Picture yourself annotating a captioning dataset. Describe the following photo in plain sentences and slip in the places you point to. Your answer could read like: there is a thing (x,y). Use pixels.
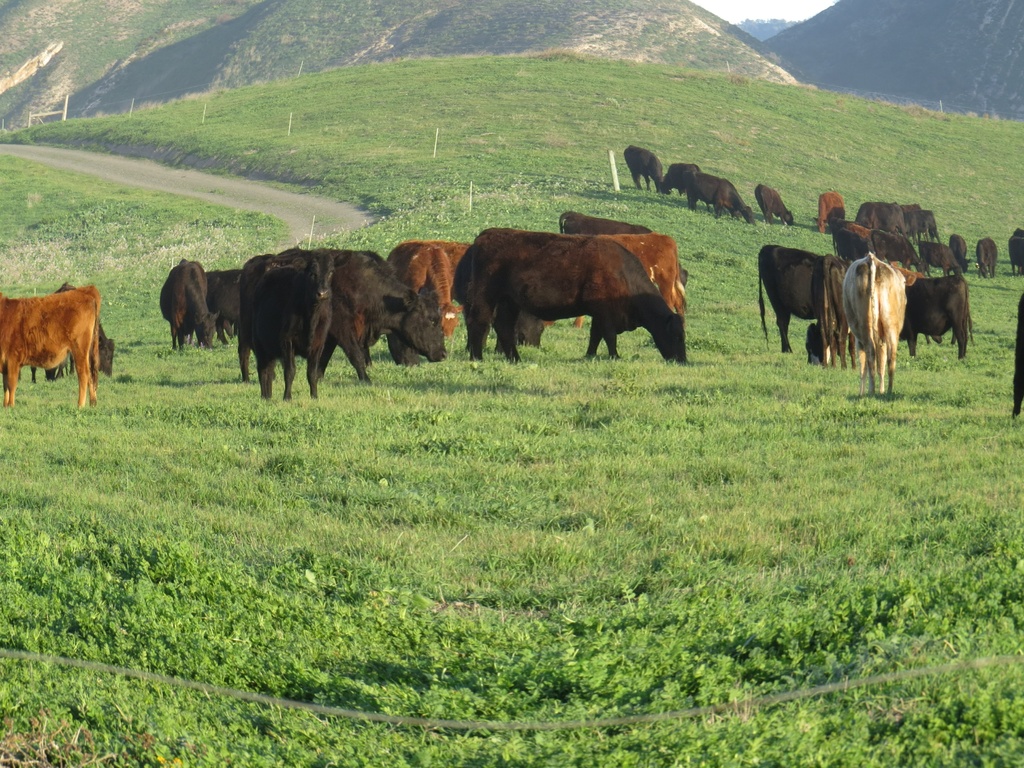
In the image there is a cattle (507,251) grazing the grass (83,686) and in the background (287,40) there are mountains (68,7).
